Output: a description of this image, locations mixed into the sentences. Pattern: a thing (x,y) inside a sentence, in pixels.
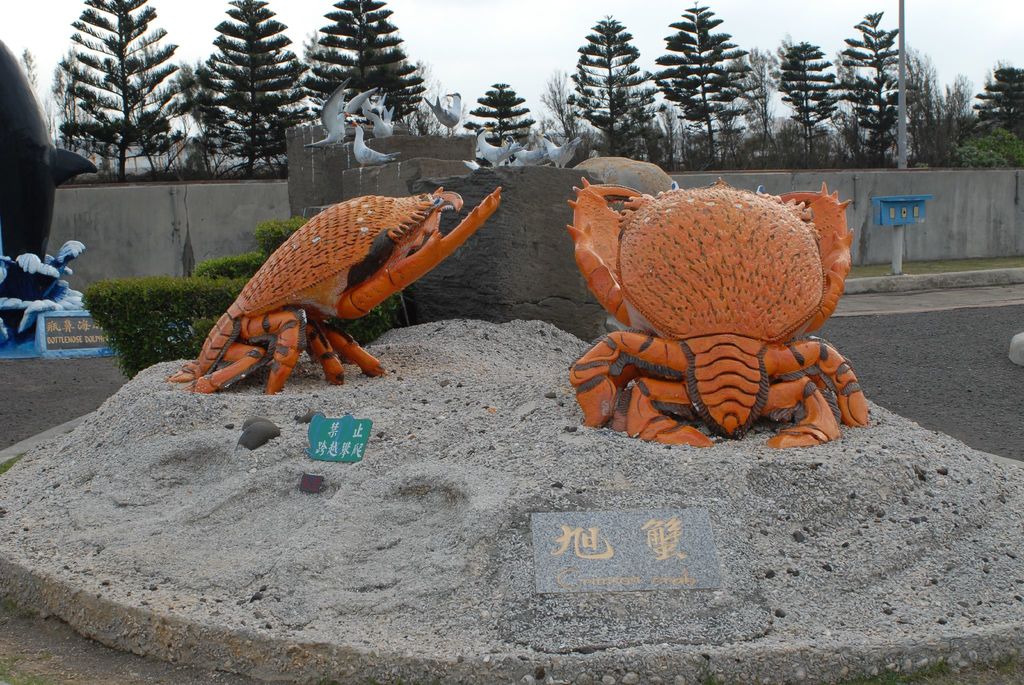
In this picture we can see statues (332,289) of two crabs (382,289), there are some birds (446,125) here, we can see bushes (227,289) here, in the background (872,120) there are some trees (706,79), we can see a pole (900,148) here, there is sky (536,53) at the top of the picture (511,39).
